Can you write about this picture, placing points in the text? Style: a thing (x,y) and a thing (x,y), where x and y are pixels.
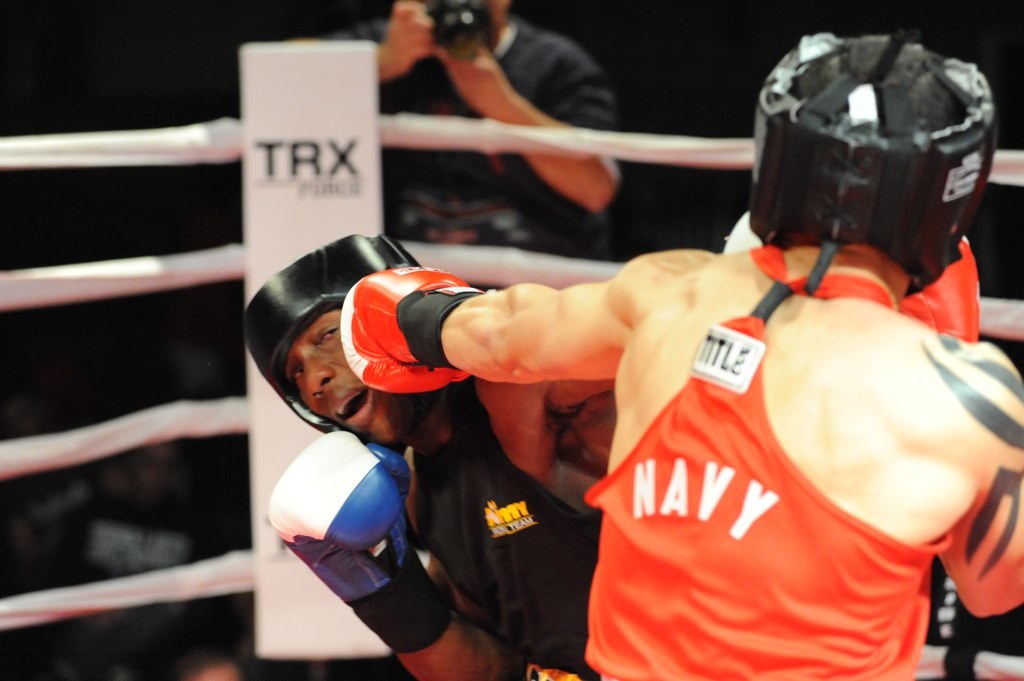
In this image we can see two people (751,444) boxing wearing gloves (361,341). In the background of the image (420,22) there is a person (489,78) holding a camera (471,37) and there is a boxing ring (237,157).
